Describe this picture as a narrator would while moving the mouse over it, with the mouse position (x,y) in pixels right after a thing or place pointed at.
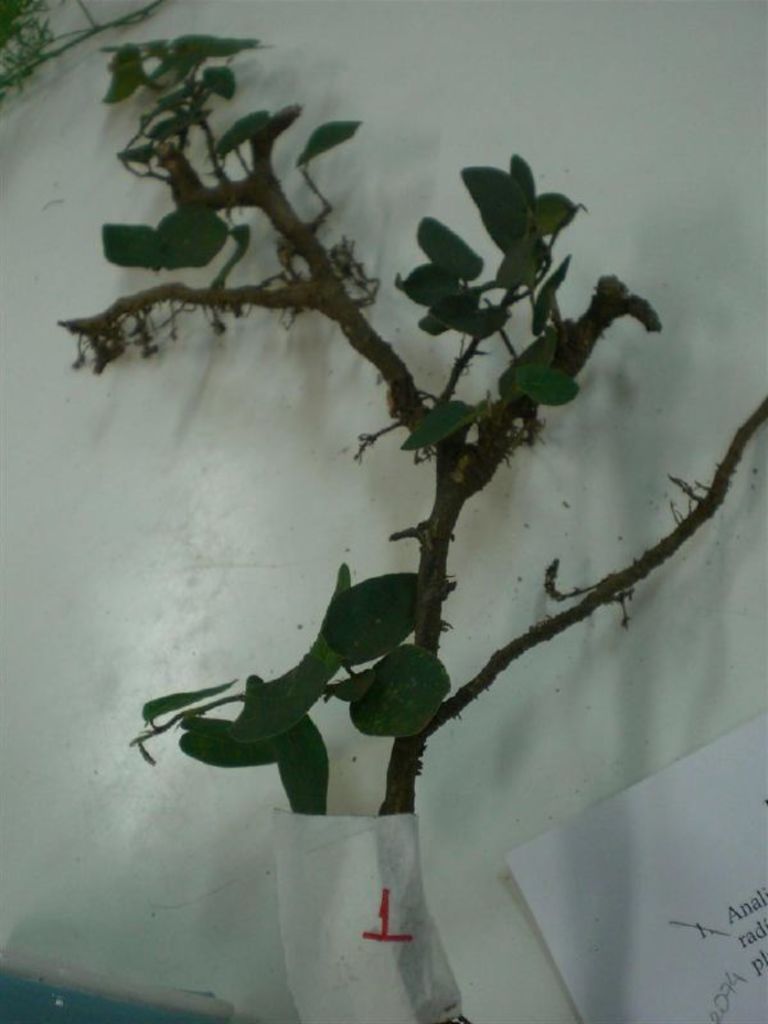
In this image there is a plant (263,752), beside that there is a paper (690,918) with some text (701,930). In the background (355,568) there is a white surface (536,540).
